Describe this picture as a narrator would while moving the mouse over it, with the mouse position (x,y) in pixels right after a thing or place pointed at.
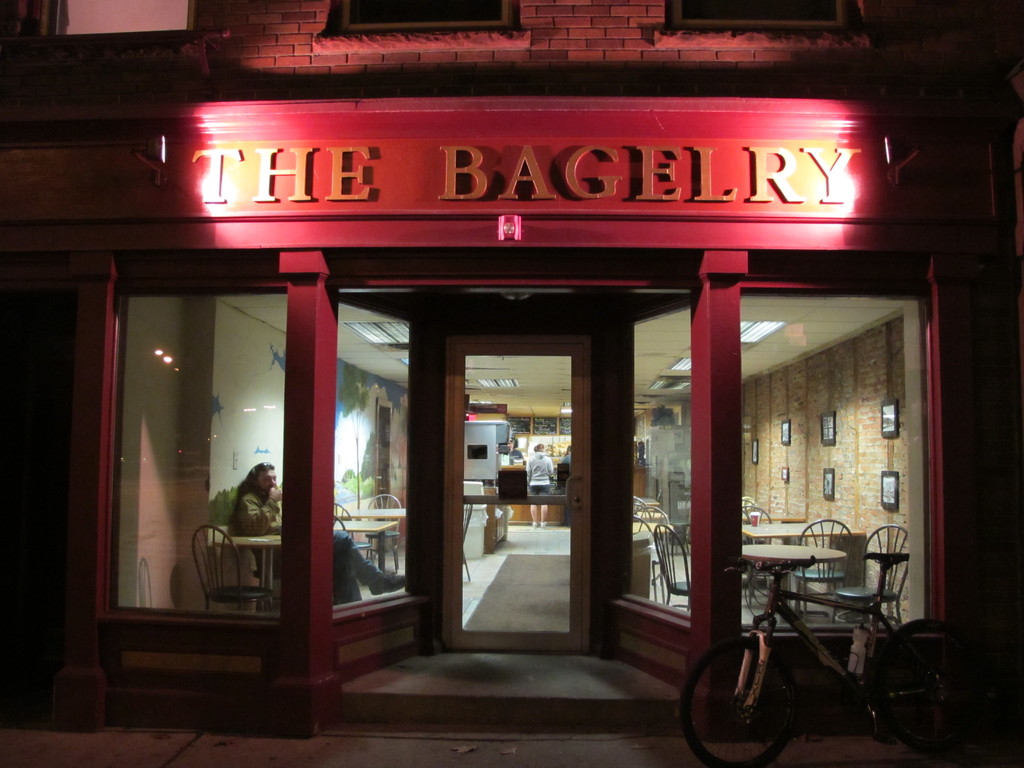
This is a picture of the store (543,564), in this picture on the background (537,468) there is one person (537,485) who is standing and on the left side (266,520) there is one person (263,506) who is sitting on a chair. Beside him there are some tables (280,542) and chairs (348,515), on the right side (783,422) there is a wall (853,396) and some photo frames (831,420) are there and in the bottom of the right corner (868,656) there is one cycle (837,657) and on the top of the image (48,86) there is a wall (352,85) and in the middle (652,358) there is a ceiling (502,378) and some lights (362,334) are there.
